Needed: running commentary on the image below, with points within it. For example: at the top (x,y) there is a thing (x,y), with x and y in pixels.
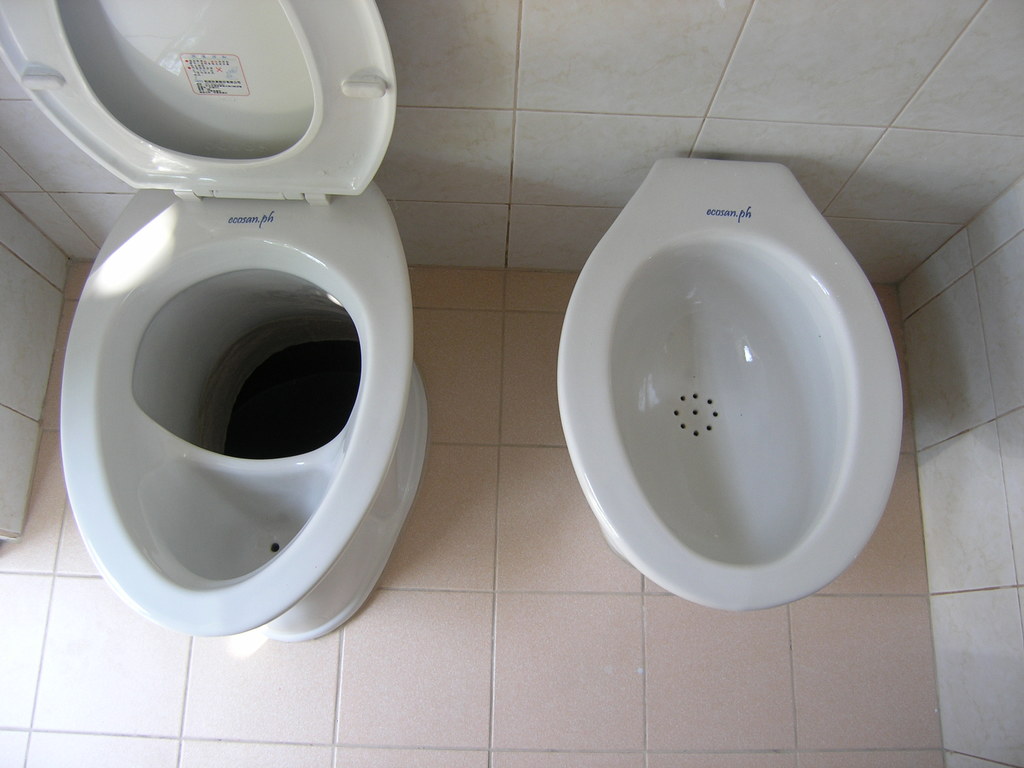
In this image we can see a toilet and an urinal (594,458) on the floor (527,489).
